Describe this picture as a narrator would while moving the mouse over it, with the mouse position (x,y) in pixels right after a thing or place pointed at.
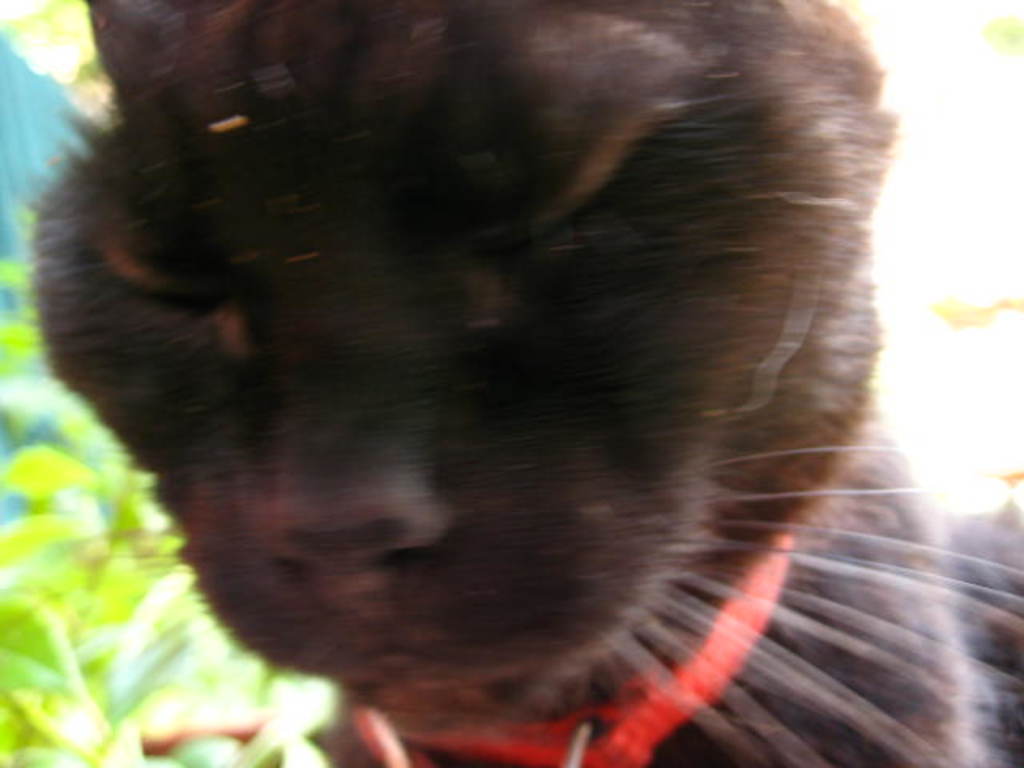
In this image I see a cat (491,236) which is of black in color and I see the red collar (739,635) on the neck (491,718) and I see the leaves (65,540) over here and I see that it is white in the background (994,249).
